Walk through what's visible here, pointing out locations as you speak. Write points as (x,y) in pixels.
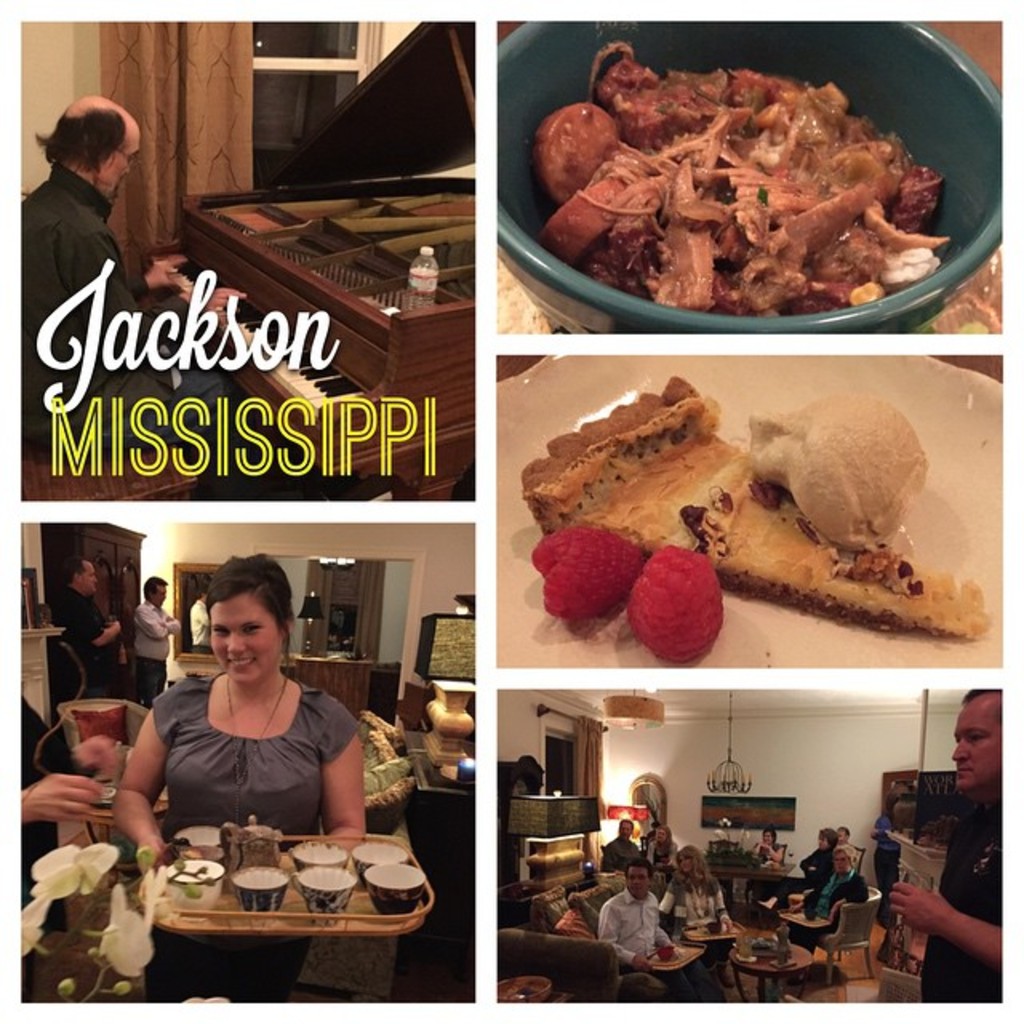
In this image I can see the collage picture in which I can see a person (161,258) is sitting in front of the musical instrument (279,301), a green colored bowl (606,299) with food item (748,220) in it, a plate (945,431) with food items (828,475) in it, few persons (655,848) sitting on the couch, a person (276,711) standing and holding a tray (287,895). I can see the wall (806,756), few lights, few persons (78,611) standing and few flowers (144,943).
